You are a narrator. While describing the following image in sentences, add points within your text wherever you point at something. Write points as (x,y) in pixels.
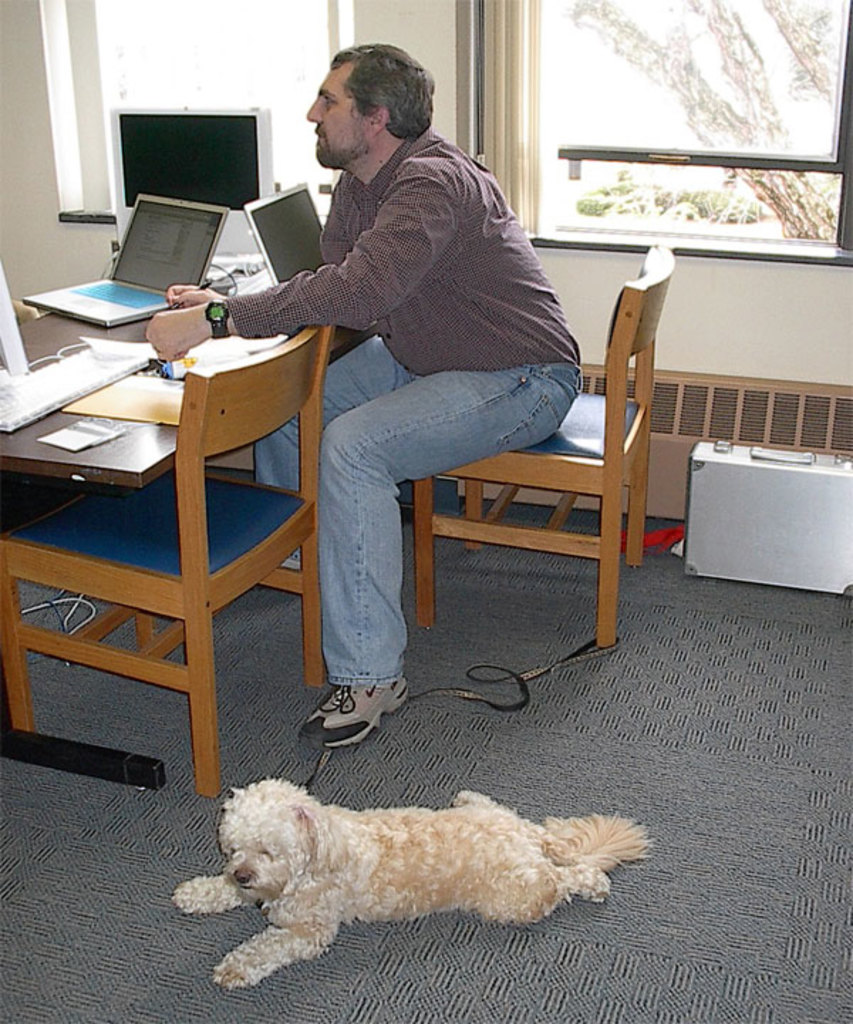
In this Picture we can see a man (448,350) sitting on the chair (518,468), In front table (135,434) two laptop (140,287) are placed and glass window (280,69) beside the man (438,260). On the flooring (630,875) we can see the dog (313,891) lying on the flooring mat (709,816).
